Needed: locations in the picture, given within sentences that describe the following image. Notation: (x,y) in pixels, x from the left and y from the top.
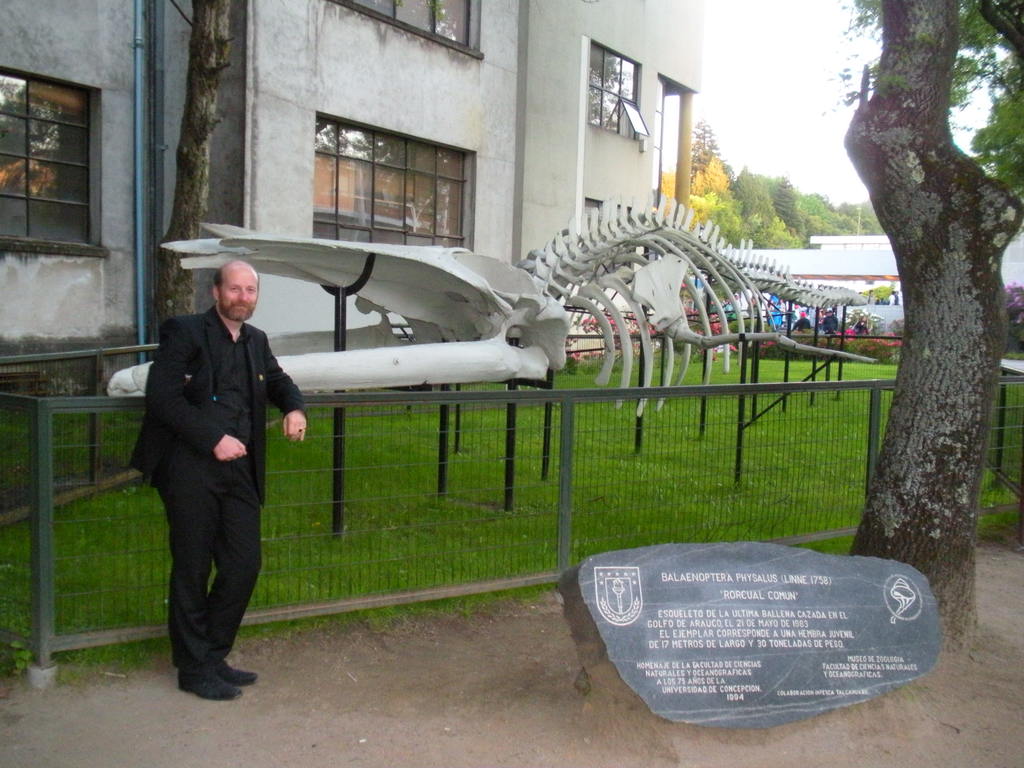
In this picture there is a man (242,495) standing and beside the fence (477,475). There is a skeleton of an animal (560,252) behind the fence (728,431). At the back (757,196) there is a building (611,185) and there are trees (983,298). At the top (772,95) there is sky (769,91). At the bottom (481,529) there is grass (453,548) and there is a text (747,649) on the rock (774,611).
